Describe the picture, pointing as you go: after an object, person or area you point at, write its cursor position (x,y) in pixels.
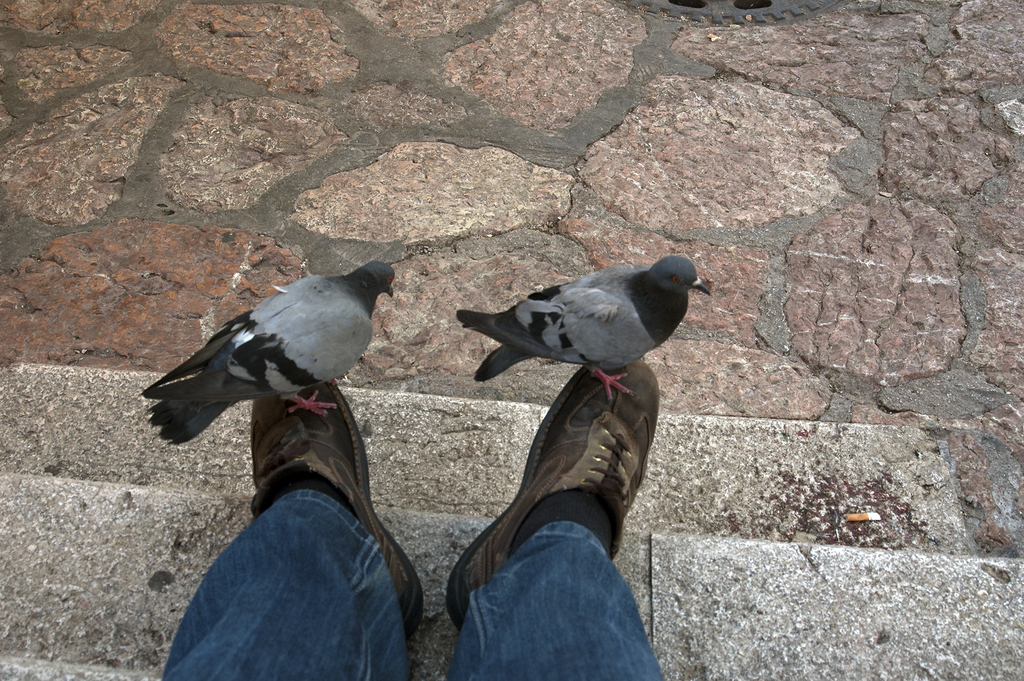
In this picture we can see a person legs (301,547) with shoes (335,481) on the steps (447,479). There are two birds (267,344) standing on the shoes (309,441). Behind the birds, it looks like a floor (361,127).
